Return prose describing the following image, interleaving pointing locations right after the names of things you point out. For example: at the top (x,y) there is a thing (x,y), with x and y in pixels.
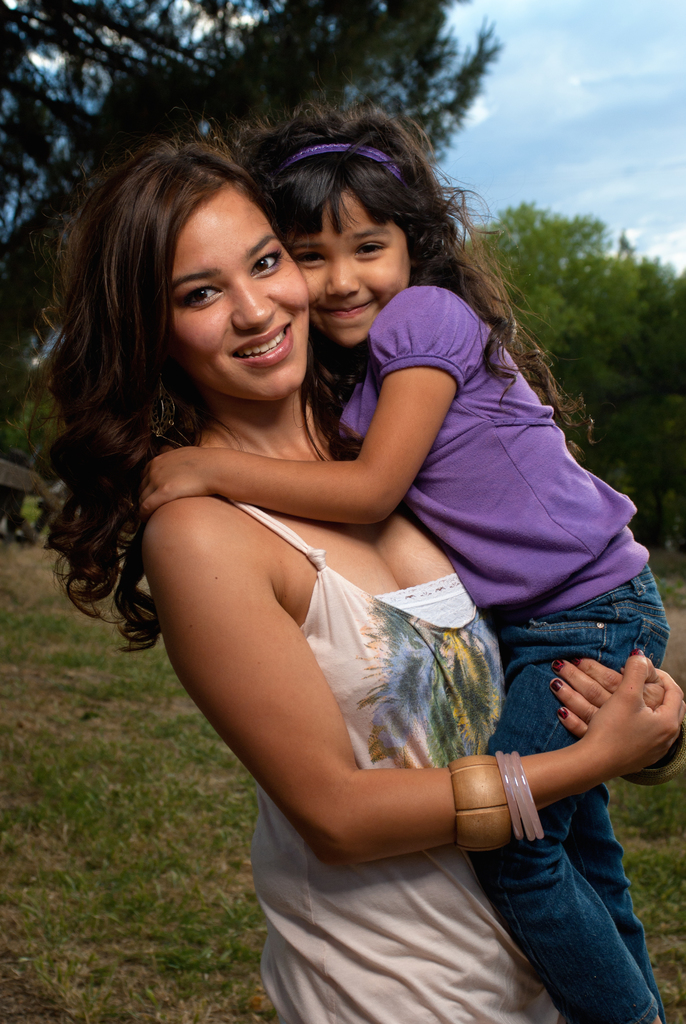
In this image in the foreground (216,545) there is one woman (208,604) standing and she is holding one girl (432,359), and in the background (180,126) there are trees (180,126) and sky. At the bottom (107,748) there is grass (186,912).
